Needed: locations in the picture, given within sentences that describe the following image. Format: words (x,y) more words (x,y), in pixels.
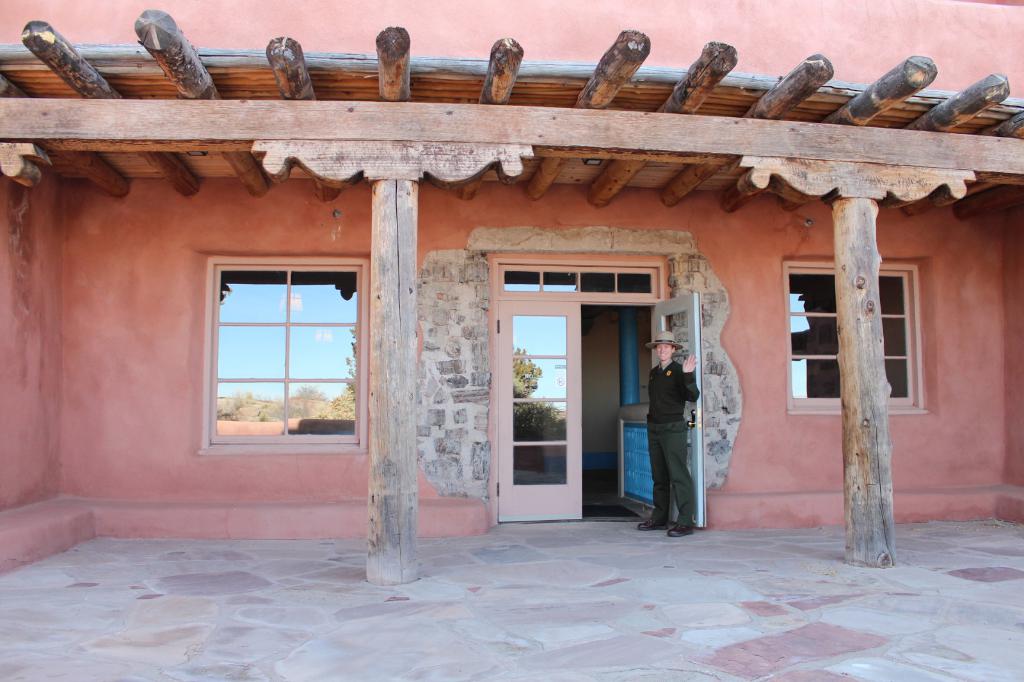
In the picture I can see a person (667,402) wearing black dress (671,411) is standing in front of a door (549,442) and there is a glass window (225,412) on either sides of him and there are some other objects (635,360) in the background (629,377).
